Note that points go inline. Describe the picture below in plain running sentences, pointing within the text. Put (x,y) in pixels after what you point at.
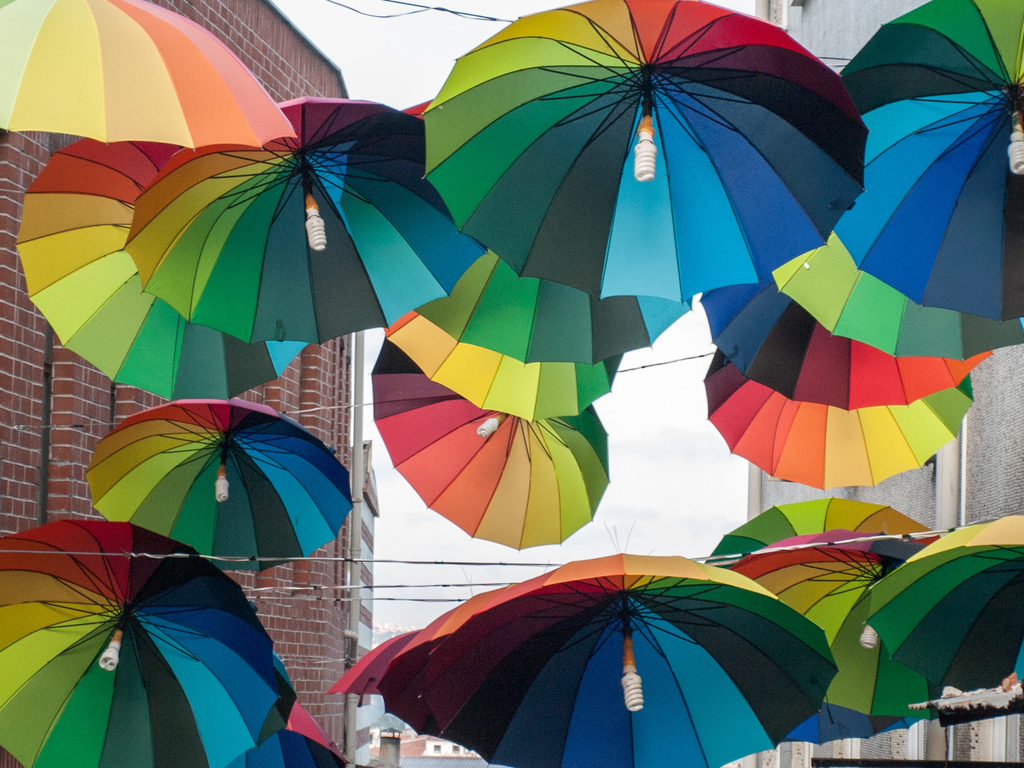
In this image I can see few umbrellas (644,263) which are blue, black, red, yellow and green in color and I can see LED lights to the center of them. In the background (378,444) I can see few buildings (27,396) and the sky (419,47).
